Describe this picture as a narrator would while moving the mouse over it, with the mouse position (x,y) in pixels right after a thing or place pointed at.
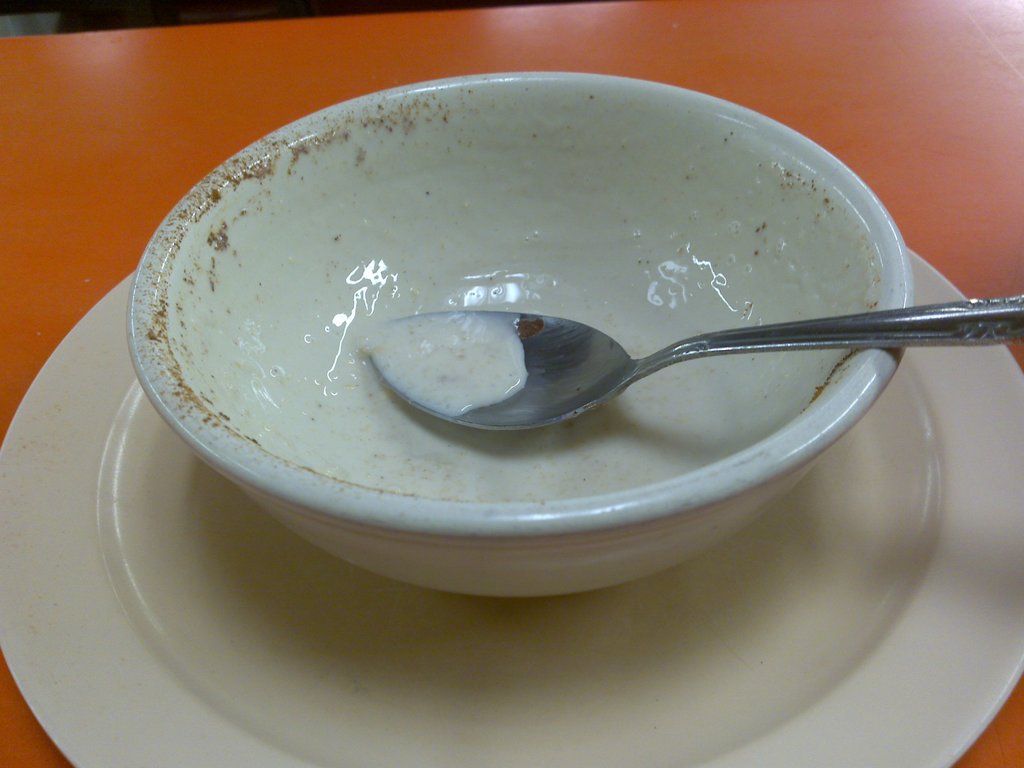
In this picture we can see the table (148,232) on it, we can see plate (400,685), cup (360,497) and spoon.
